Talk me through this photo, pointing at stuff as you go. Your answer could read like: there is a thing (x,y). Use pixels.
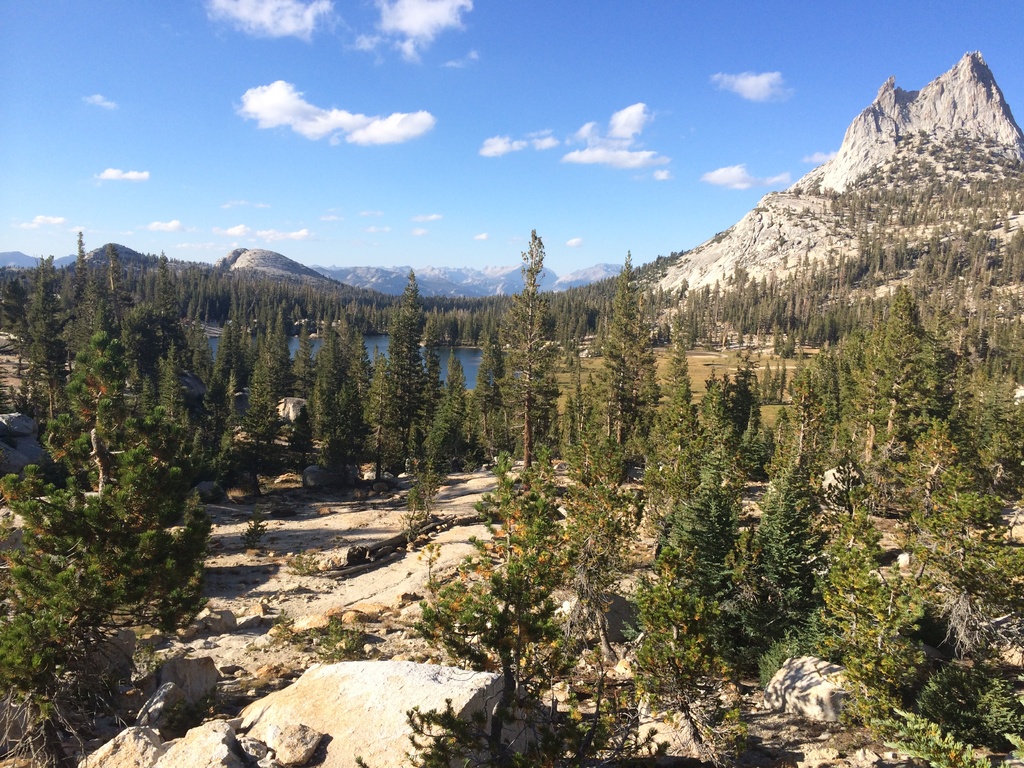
In the picture we can see a surface (367,691) with trees (496,669), plants (508,669) and behind it, we can see a water (471,373), a mountain (732,254) with a rock (961,85) and behind it we can see a sky (457,157) with clouds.
